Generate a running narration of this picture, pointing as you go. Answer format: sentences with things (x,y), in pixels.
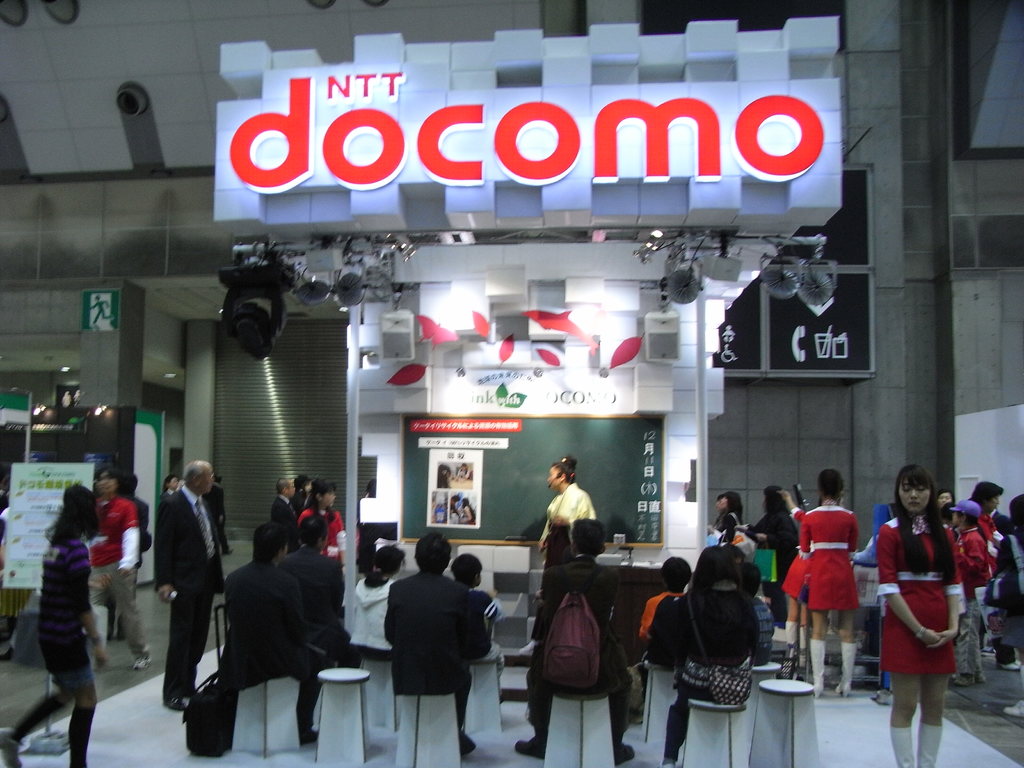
In this picture we can see people (1008,549). Few of them are sitting, standing and walking. We can see a sign board (798,185) at the top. We can see lights (817,259), boards (768,326), pictures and devices (730,254). We can see a person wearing a mic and explaining something, standing near to a board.
